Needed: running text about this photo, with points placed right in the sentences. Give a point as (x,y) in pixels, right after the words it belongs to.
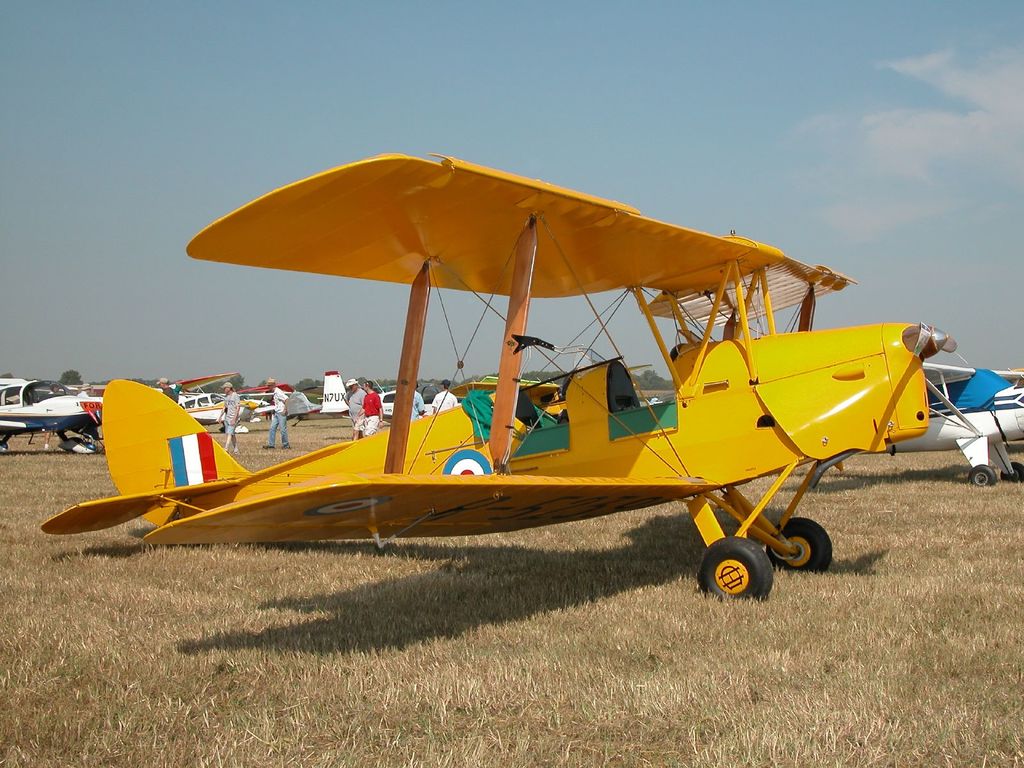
There is a ground (171,749) and a lot of flights (373,449) are parked on the ground (289,442), they are of different colors and some people (275,390) walking in between the flights (344,398).
